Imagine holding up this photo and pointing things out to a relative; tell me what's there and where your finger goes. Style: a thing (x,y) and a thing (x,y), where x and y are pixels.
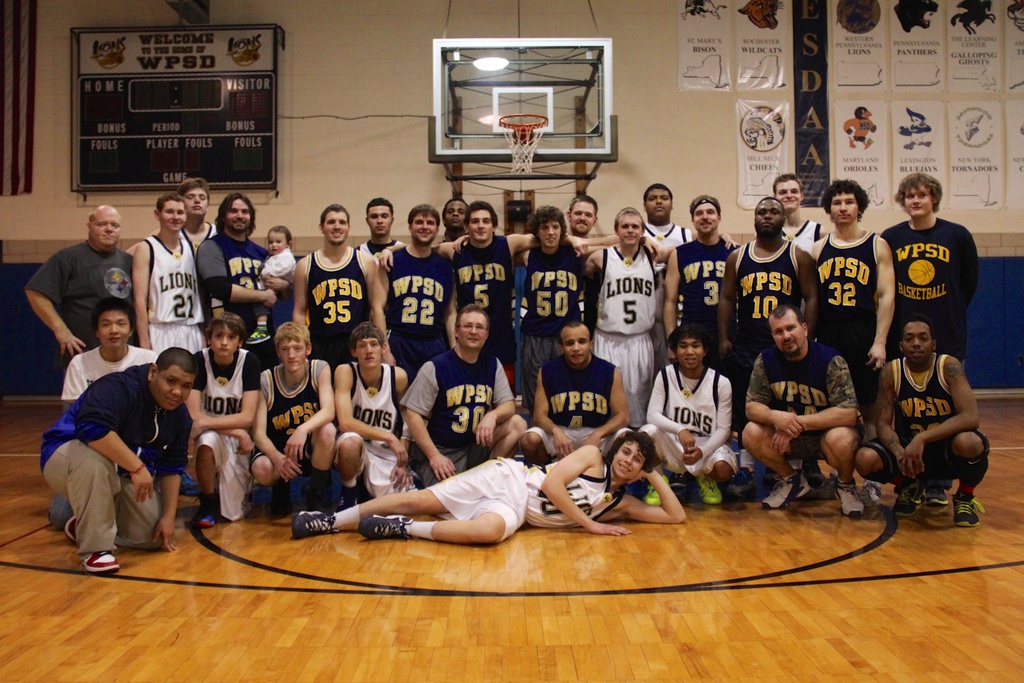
In this picture there is a group of people (134,456) in the center of the image (424,343) and there is a basketball pole (463,94) in the center of the image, there are posters (712,0) on the right (747,138) side of the image, on the wall (302,13).
